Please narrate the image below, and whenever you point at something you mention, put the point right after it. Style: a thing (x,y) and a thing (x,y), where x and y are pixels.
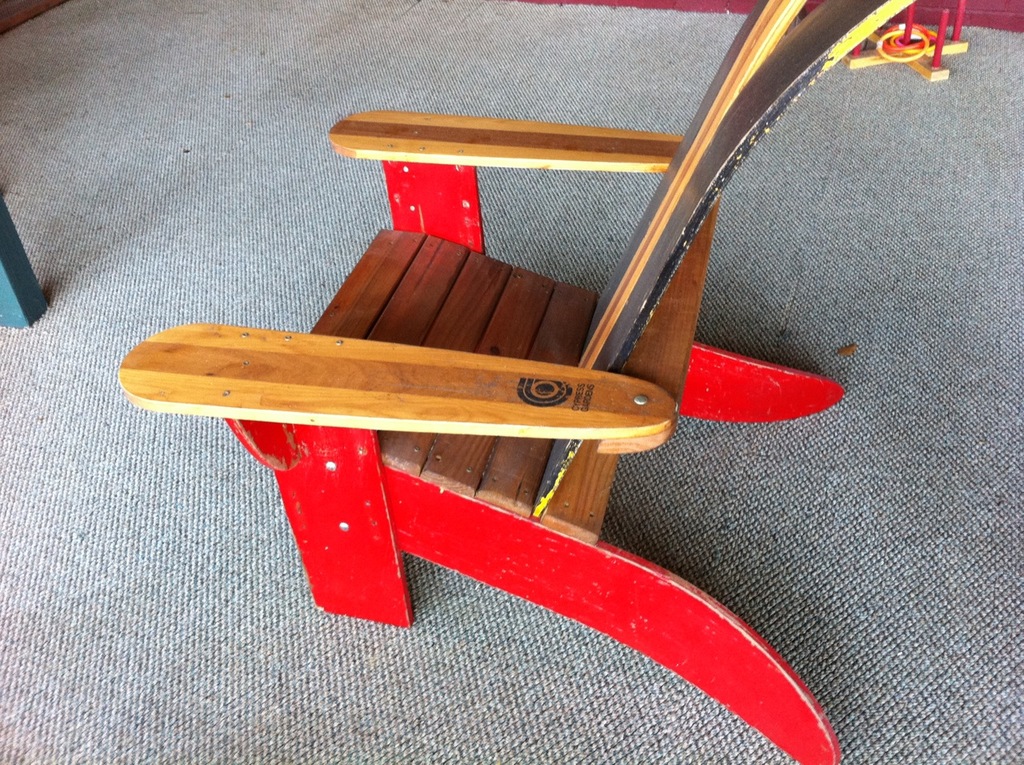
In this image, we can see a wooden chair (675,391) and there is a carpet (250,617) on the floor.
